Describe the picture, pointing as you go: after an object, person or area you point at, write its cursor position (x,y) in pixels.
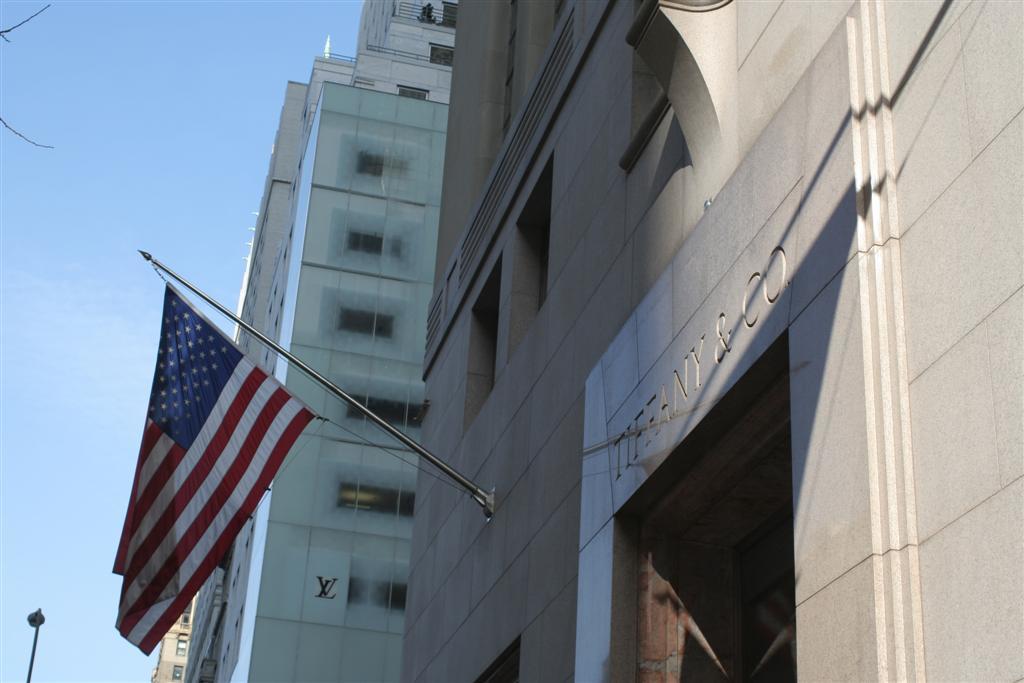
In this picture we can see buildings (436,206) and on the building (643,326) there is a name board (660,407) and a pole (415,446) with a flag (185,478). On the left side of the buildings (173,670) there is a pole (35,626) and branches (10,127). Behind the buildings (289,255) there is the sky (114,258).
